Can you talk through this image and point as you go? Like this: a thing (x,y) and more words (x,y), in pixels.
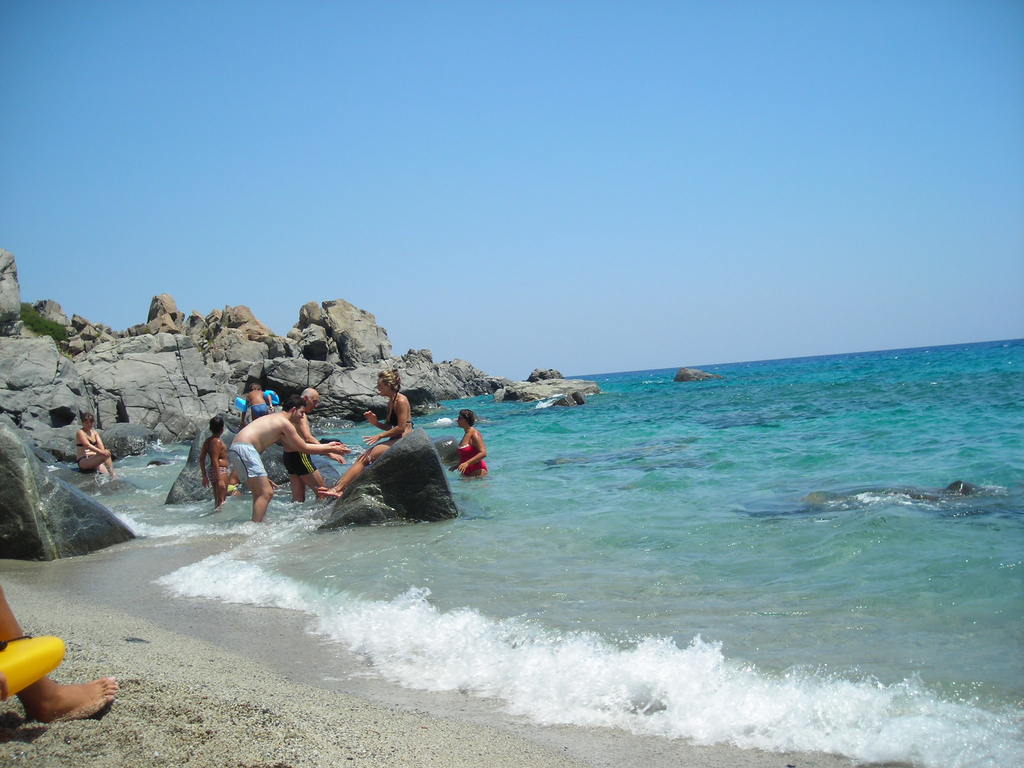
The picture is taken on a beach (100,640). There are many people (251,478) in the sea (339,475). There are few stones (402,490) on the water body (346,532). People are on the stones (351,524). In the background (280,348) there are hills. Here we can see a person's leg (53,693) on the beach (127,725). The sky (645,270) is clear.
